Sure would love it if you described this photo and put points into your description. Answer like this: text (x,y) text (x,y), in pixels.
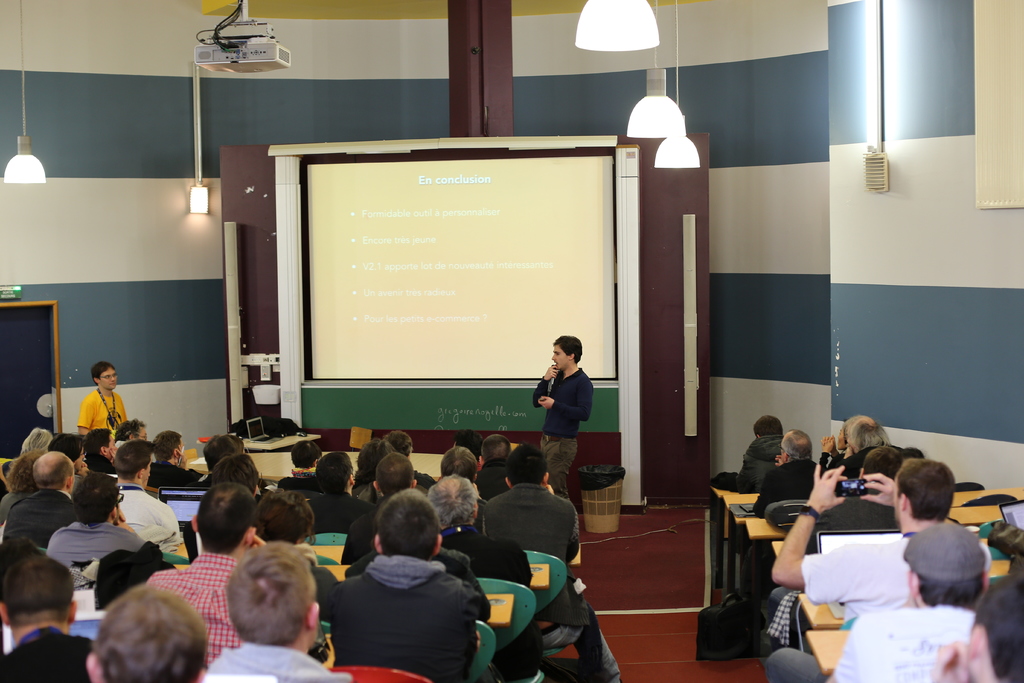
In this image we can see a person (575,378) is standing. He is wearing dark blue color t-shirt (561,406) and holding mic (553,380). Behind him big screen (410,231) is there. Bottom of the image (724,530) so many people (173,588) are sitting on the benches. Top of the image (258,39) projector (256,54) and lights (34,164) are attached to the roof (316,19). The walls (796,157) of the room (269,249) are in blue and white color.
